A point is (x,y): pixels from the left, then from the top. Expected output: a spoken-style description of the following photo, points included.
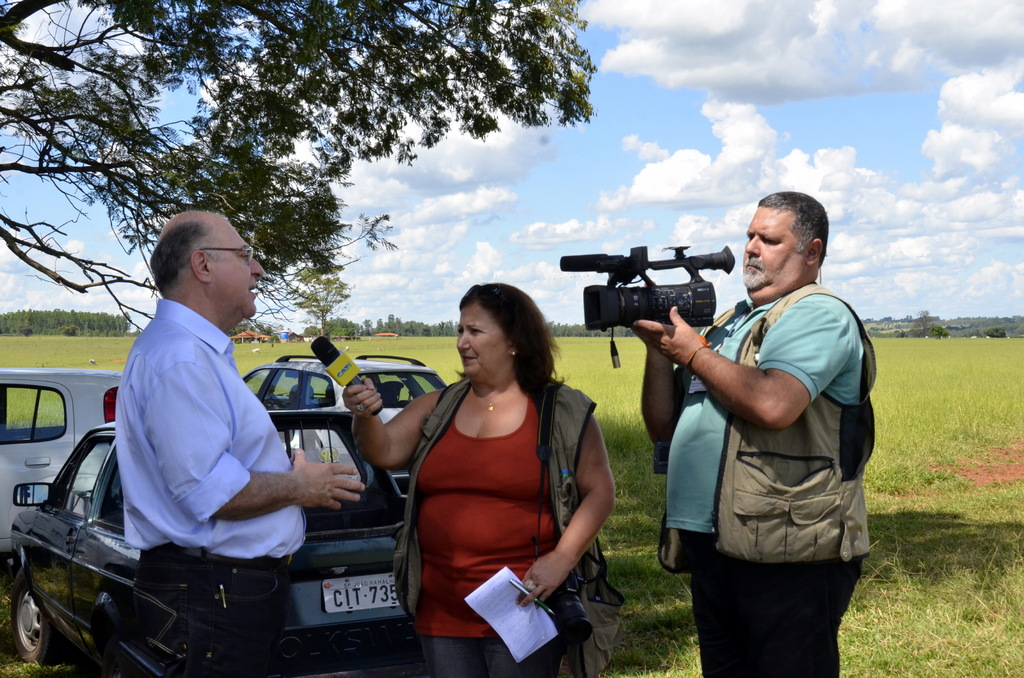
This is a picture taken in the outdoors. It is sunny. The man (735,375) in blue t shirt (693,443) holding a camera (653,294) and the woman (465,506) in red t shirt (455,481) holding a microphone (341,366) and a paper (502,602) in front of these people (605,489) there is other man (186,523) is standing on the floor (79,663). Background of these people (427,502) there are cars (327,404), field (403,350), trees (405,329) and sky (528,201).
